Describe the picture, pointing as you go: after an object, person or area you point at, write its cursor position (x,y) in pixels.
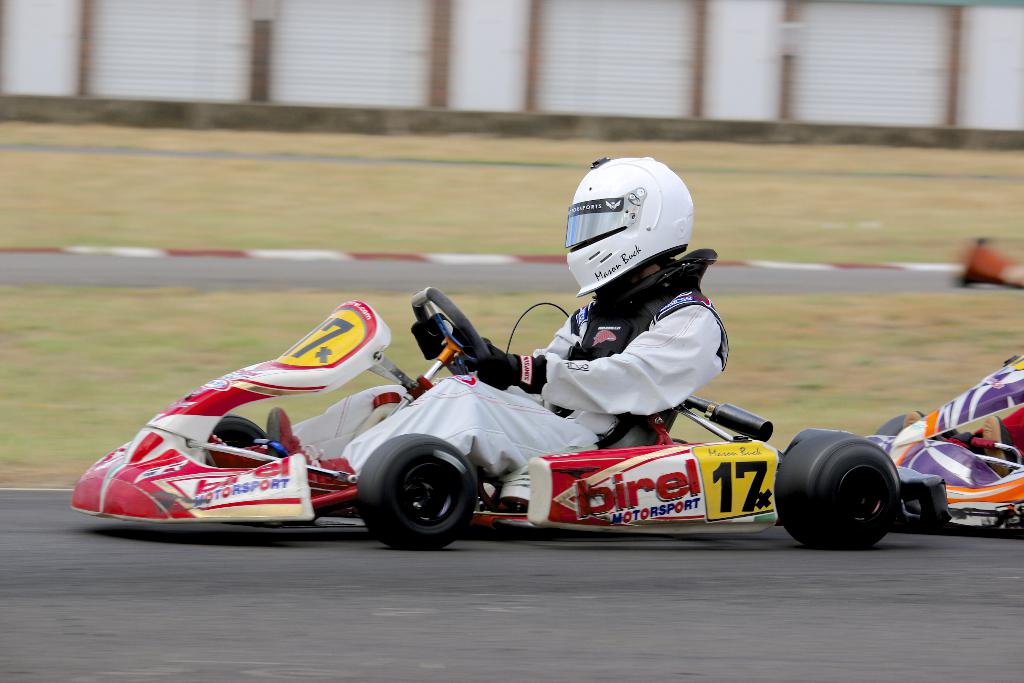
In foreground of the picture (675,443) there are go-karts (677,452) and a person (564,387) driving. In the center of the picture (346,292) there is grass (281,305) and track (101,277). In the background (444,158) it is blurred. In the background (439,70) there is a wall (726,72).
